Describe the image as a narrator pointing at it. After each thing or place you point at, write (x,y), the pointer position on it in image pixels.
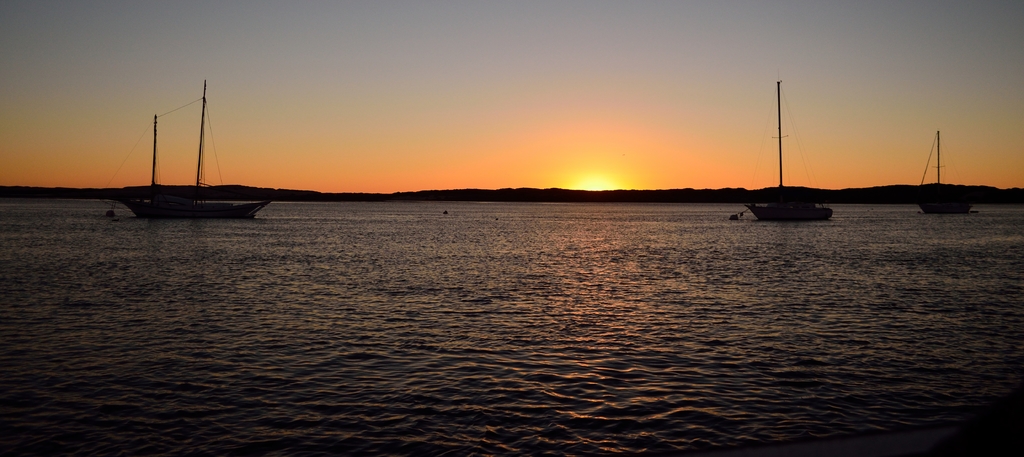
In the foreground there is a water body (116,367), in the water (498,225) we can see boats (823,207). In the middle (673,199) it looks like there are trees (719,193). At the top (620,94) it is sky (599,80), sky (599,80) is sunny.
